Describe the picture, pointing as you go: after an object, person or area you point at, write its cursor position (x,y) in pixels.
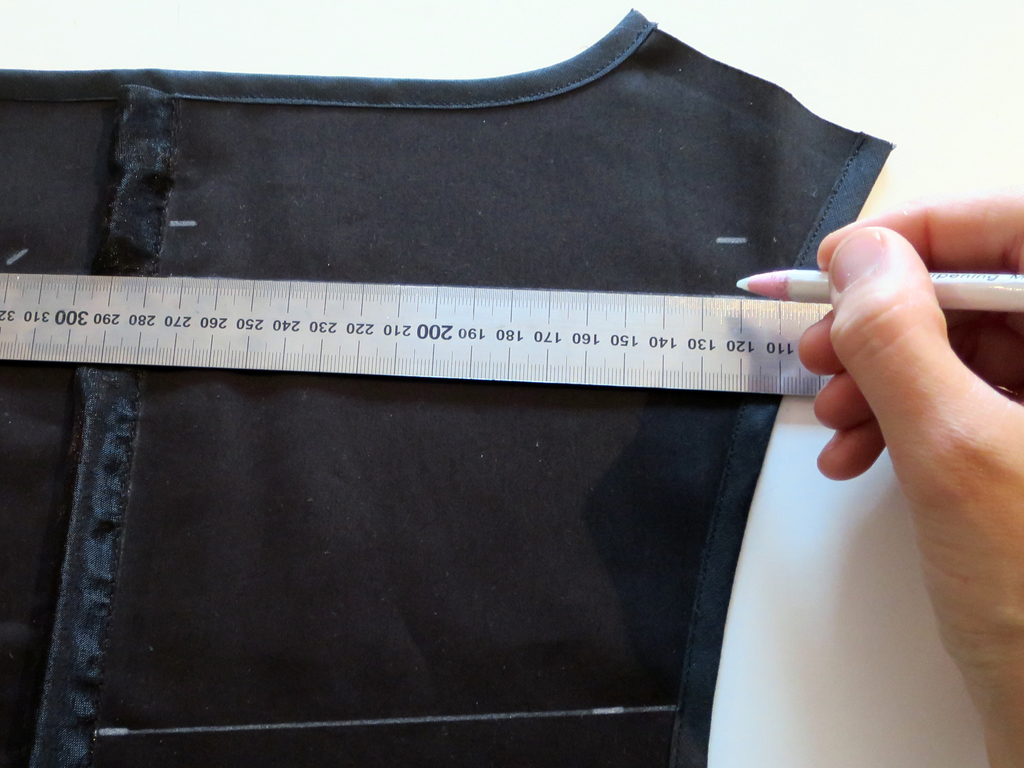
In this image we can see a scale (517,314) and a person (884,306) is holding white color pencil (999,301) and marking on a cloth (440,147).
